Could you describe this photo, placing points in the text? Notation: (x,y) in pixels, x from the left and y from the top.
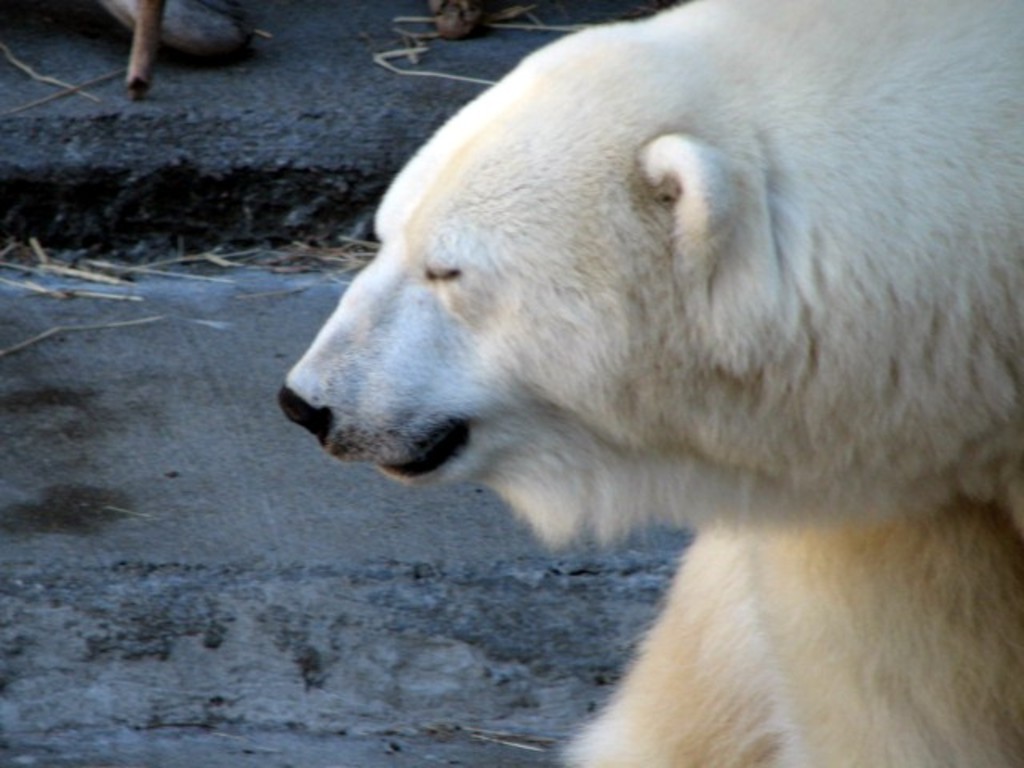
In the picture we can see a bear (621,479), which is creamy and some part white in color on the path (204,468).
